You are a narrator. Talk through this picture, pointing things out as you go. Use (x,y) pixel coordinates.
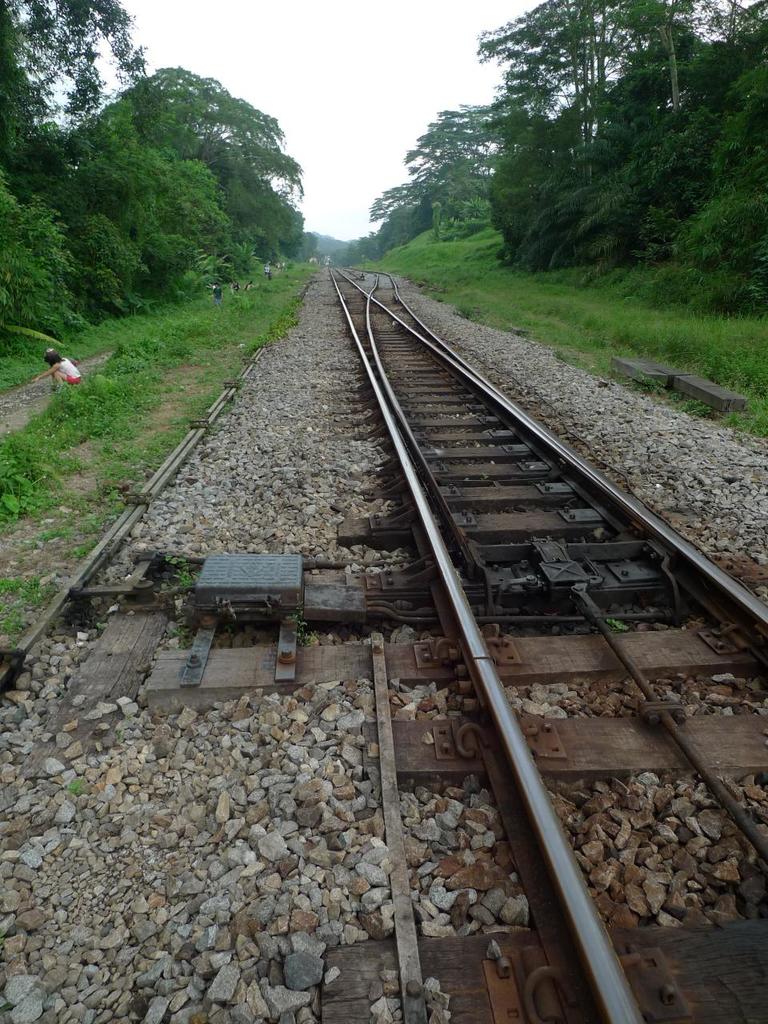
In this picture I can see the railway tracks (491,388) in the middle (419,347), on the left side (55,356) there is a person (55,356). There are trees (98,251) on either side of this image, at the top (390,47) I can see the sky (346,35).
